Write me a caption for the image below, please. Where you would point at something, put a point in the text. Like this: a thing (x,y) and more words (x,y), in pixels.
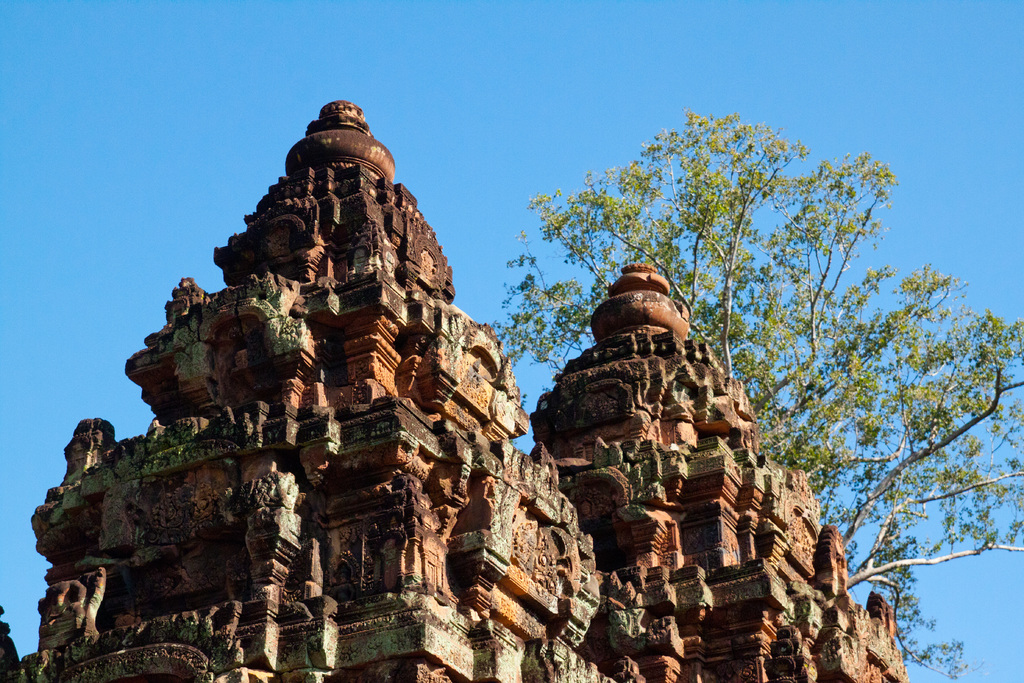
In this image there are two temples (530,516) having few sculptures (435,583) on it. Behind the temple (725,556) there is a tree (704,286). Top of the image (491,74) there is sky (395,132).
